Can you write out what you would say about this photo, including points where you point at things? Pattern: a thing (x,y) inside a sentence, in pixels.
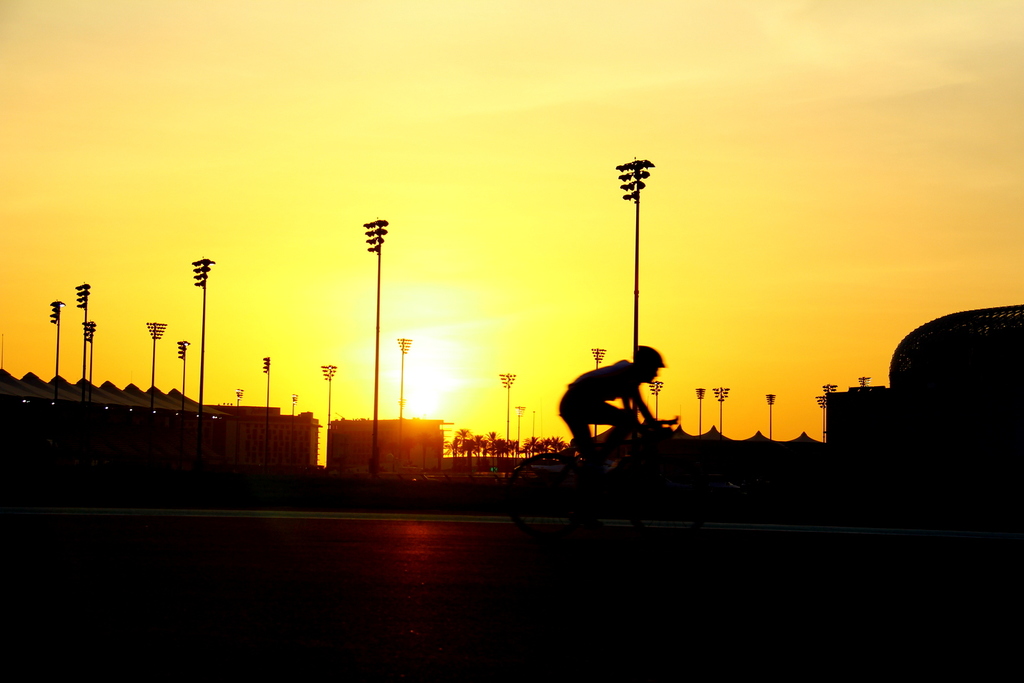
In this picture we can see a person (650,426) sitting on a bicycle (636,507). There are few buildings (157,406), poles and trees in the background (436,433). We can see sun rays (426,415) in the background (425,415).
